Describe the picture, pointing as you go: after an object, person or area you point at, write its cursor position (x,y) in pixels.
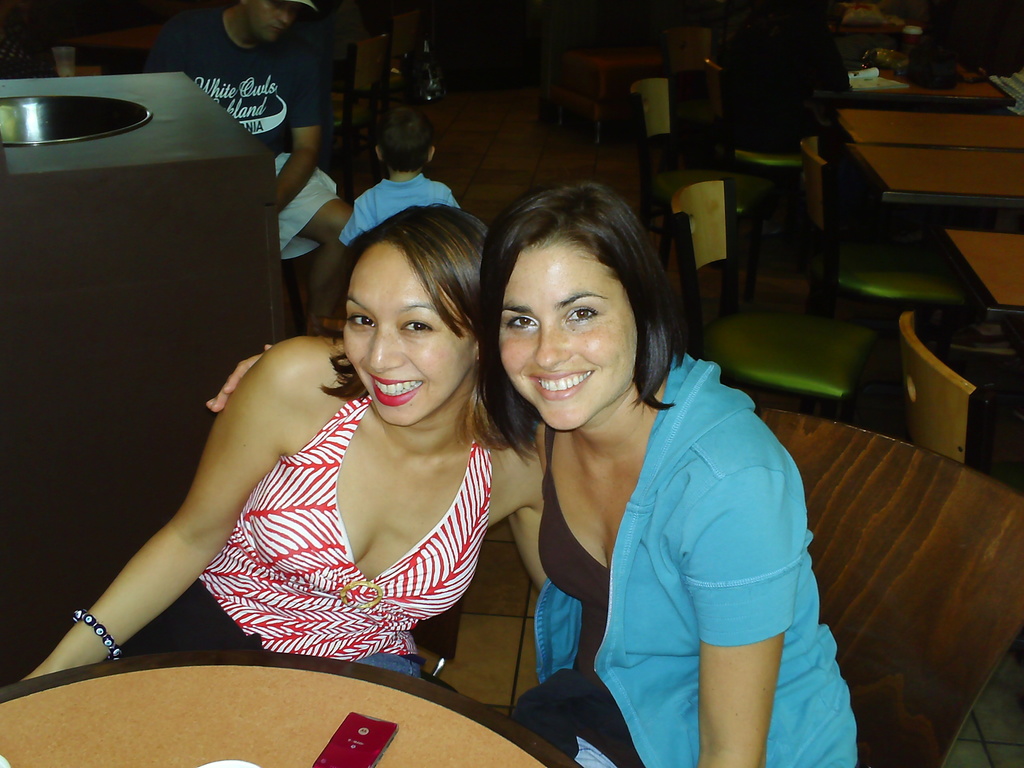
In the center of the image (383,379) there are two ladies (551,469). They are smiling. There is a table (284,703) before them. In the background (309,148) there is a man (284,156) and a kid (424,177). We can also see some tables (897,151) and chairs (836,255).
